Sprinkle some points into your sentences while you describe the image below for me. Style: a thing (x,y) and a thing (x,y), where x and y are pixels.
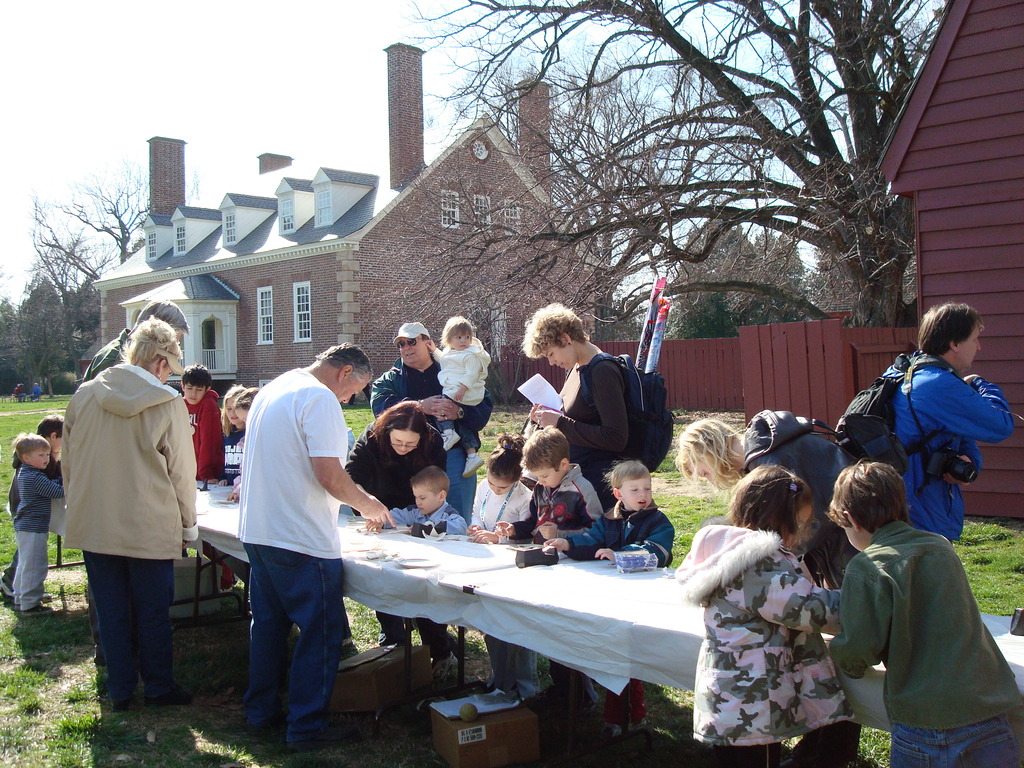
In this image we can see few persons (523,525) are standing and sitting at the table (620,659) and among them few persons (588,437) are carrying bags (656,451) on the shoulder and a person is holding kid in the hands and at the bottom (370,654) we can see carton boxes (390,654) and objects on the ground (11,404). In the background (559,187) we can see objects (867,352), houses (542,295), trees (582,303), windows (298,318), few persons (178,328) and clouds (744,161) in the sky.
